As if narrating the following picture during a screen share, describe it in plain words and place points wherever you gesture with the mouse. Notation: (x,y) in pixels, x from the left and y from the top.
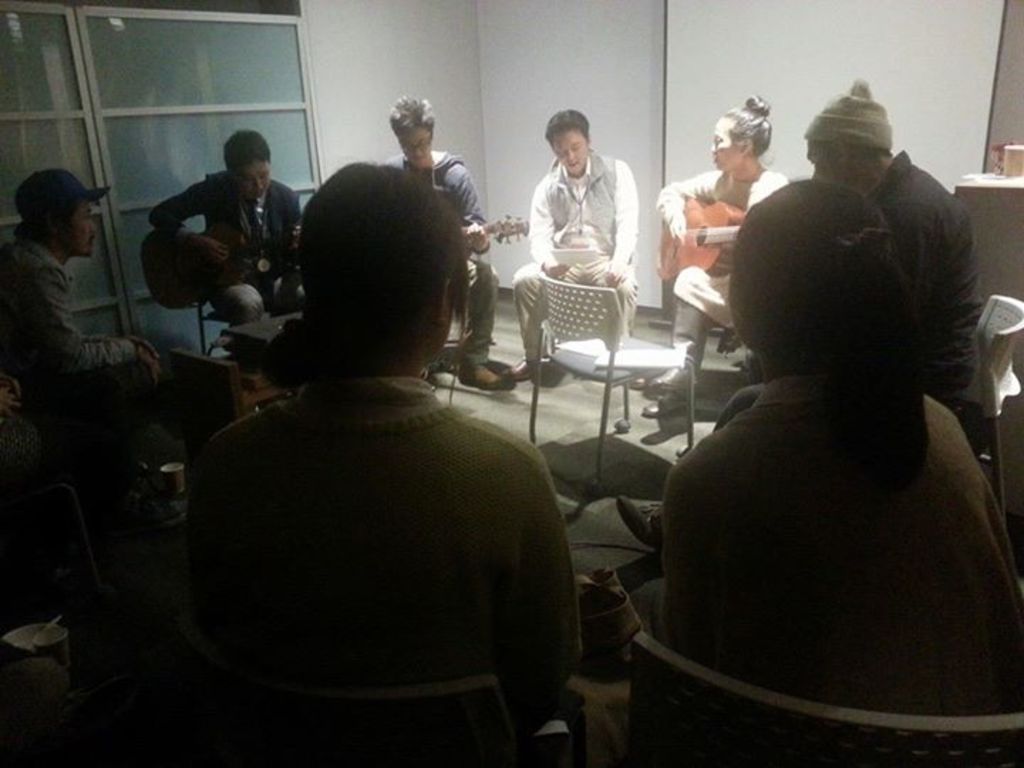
This picture describes about group of people (646,527), they are all seated on the chairs (727,325), and few people (670,205) are playing guitars (688,206).
